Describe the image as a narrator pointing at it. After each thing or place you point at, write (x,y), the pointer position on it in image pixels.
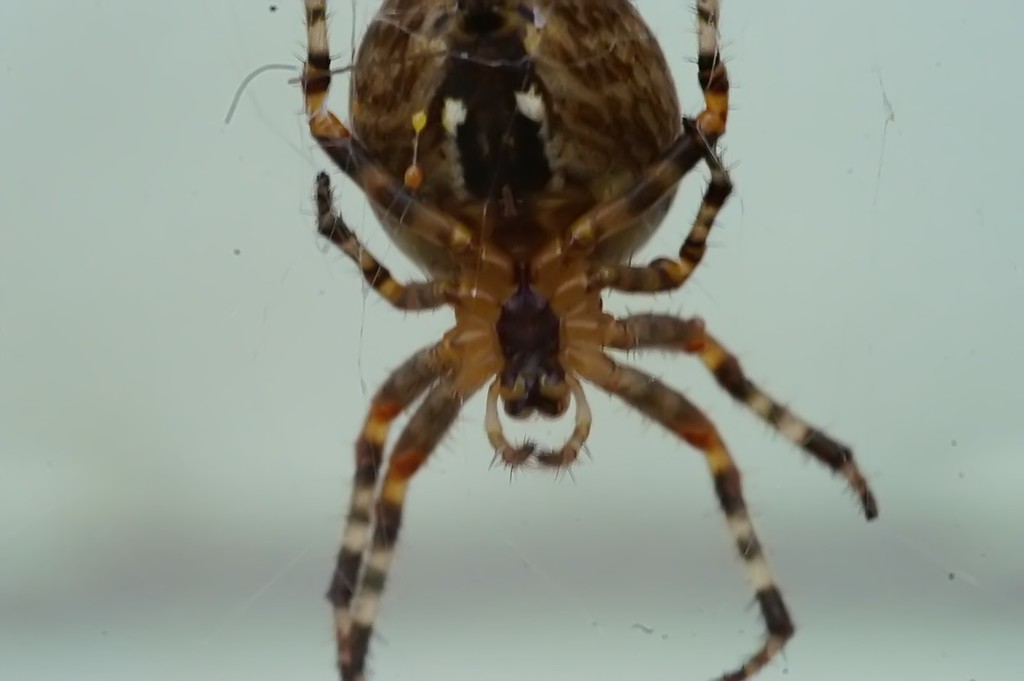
In this image we can see one big spider (618,378).
